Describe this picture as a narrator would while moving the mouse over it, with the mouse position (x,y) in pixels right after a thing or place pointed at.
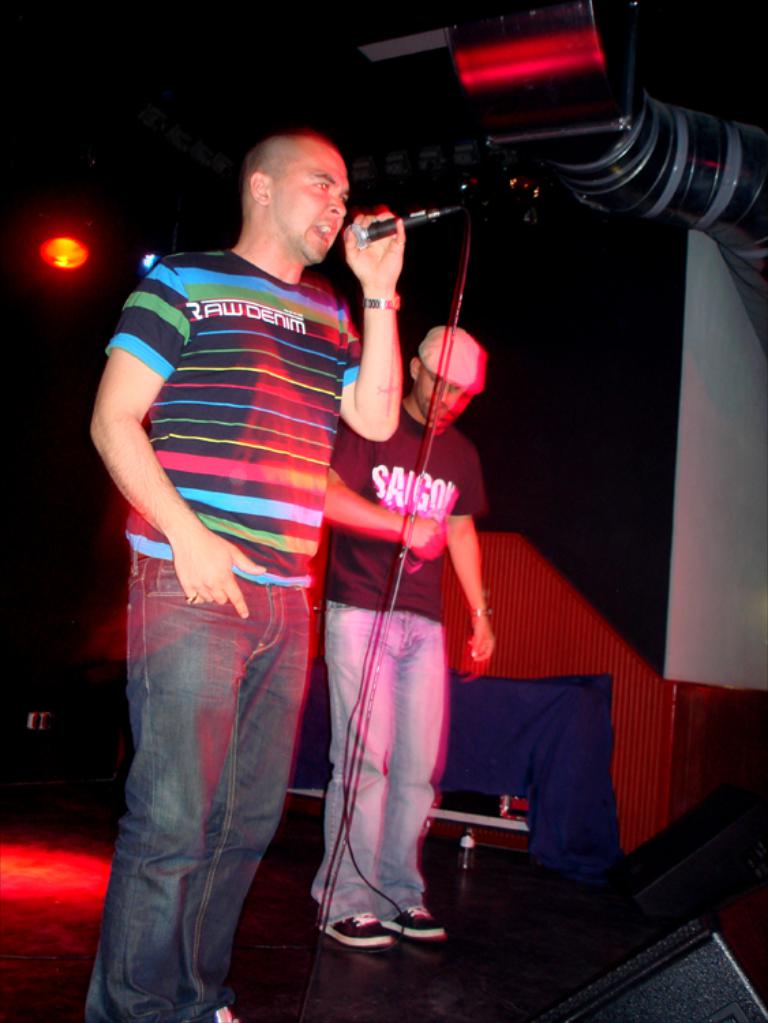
In this picture there is a man (311,357) standing on the stage (240,930) and singing the song in the microphone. Beside there is a another man (361,477) standing. Behind there is a black background (50,260) with red color spot light (60,258).
